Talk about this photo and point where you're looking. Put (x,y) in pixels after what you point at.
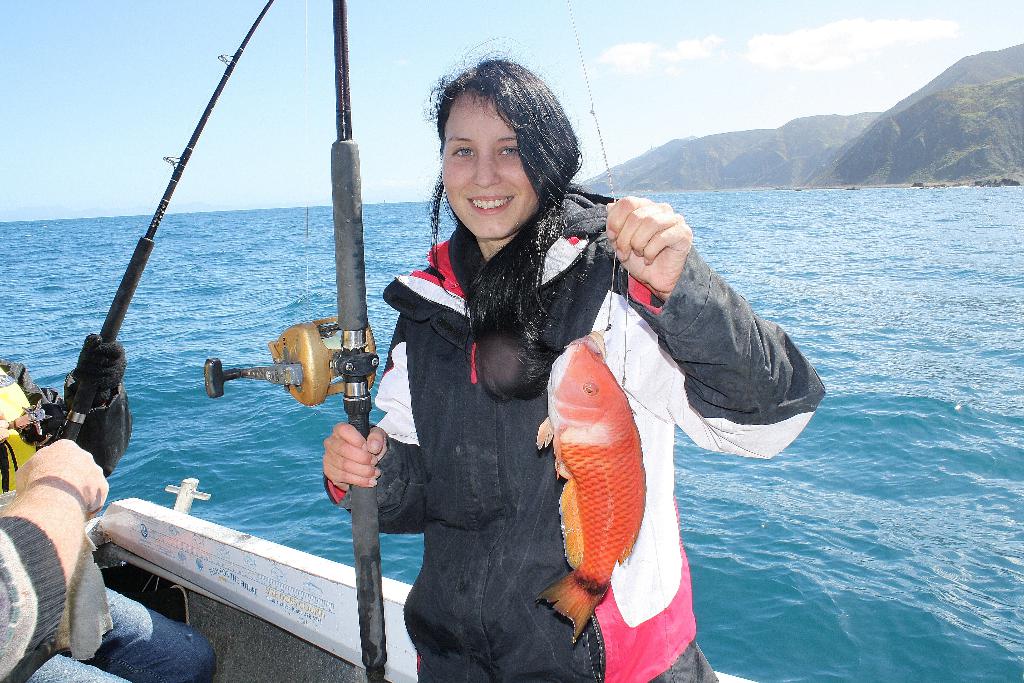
In the picture we can see a woman (698,329) standing in the boat (276,588) and she is smiling, wearing a black jacket (712,329) and holding a fishing stick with a string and a fish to it which is orange in color and besides, we can see some person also holding a fishing stick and fishing in the water (111,260), in the background (26,116) we can see hills (729,147) and sky (364,67) with clouds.
